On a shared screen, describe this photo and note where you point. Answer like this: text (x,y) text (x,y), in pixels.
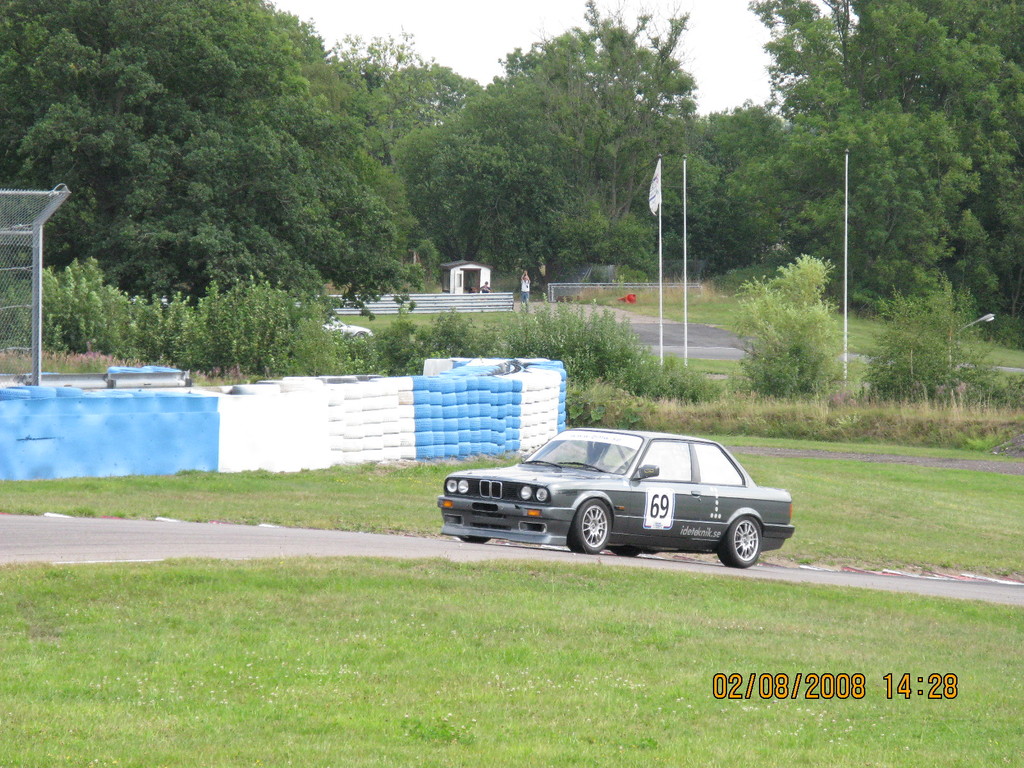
This image is clicked outside. There is car (625,433) in the middle (480,480). There is grass (424,641) at the bottom (462,708). There are bushes (130,330) in the middle (606,340). There is a flag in the middle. There are trees (571,178) at the top (588,175). There is sky (469,57) at the top (707,28). In the middle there is a person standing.
